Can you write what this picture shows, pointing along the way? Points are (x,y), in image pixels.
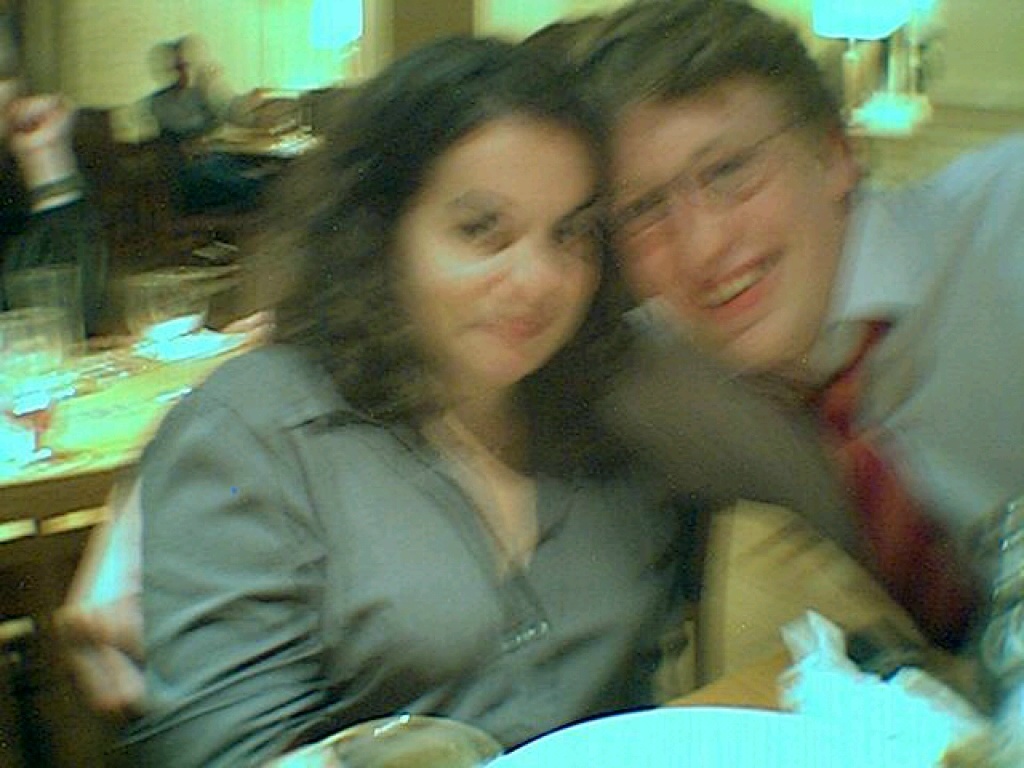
This is a blurred image, in this image there is a man (670,317) and a woman (400,444) with a smile on their face (527,337), in front of the woman (466,503) there are some objects (769,731) on the table (757,724), behind the woman (161,459) there are a few people (200,136) sitting in the chairs (121,199), in front of them on the tables (113,448) there are some objects (137,335).
